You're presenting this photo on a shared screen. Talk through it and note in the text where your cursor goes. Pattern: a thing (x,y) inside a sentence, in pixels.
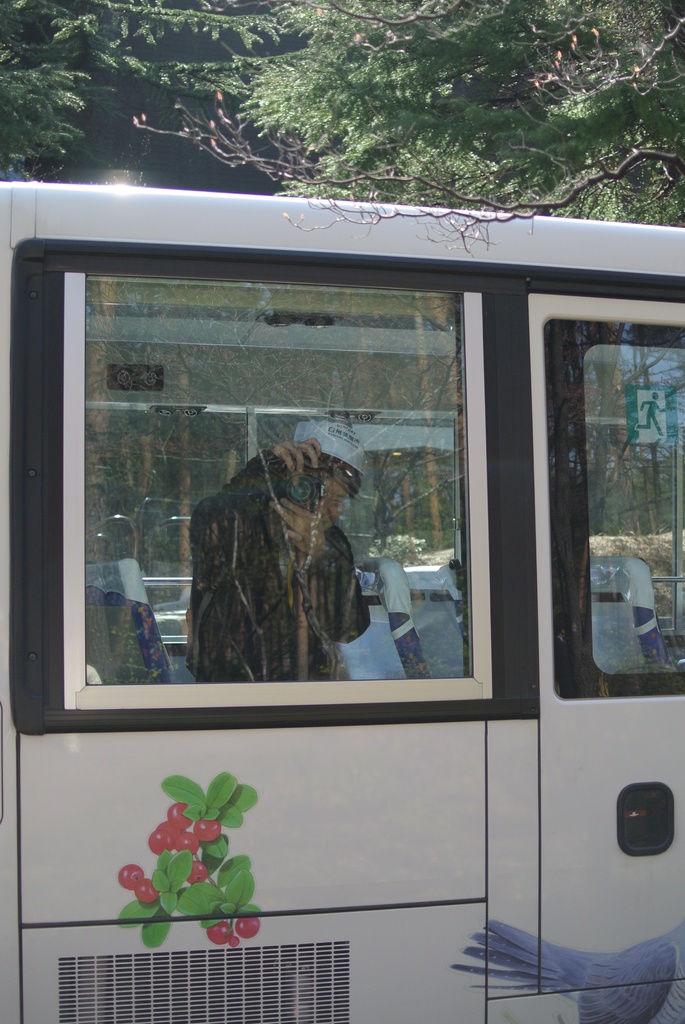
In the foreground of this image (164,875), there is a vehicle (349,276) and we can see through the glass window (379,620), there is a person (356,618) inside it holding a camera (319,490). On the top (334,62), there are trees (380,72).
